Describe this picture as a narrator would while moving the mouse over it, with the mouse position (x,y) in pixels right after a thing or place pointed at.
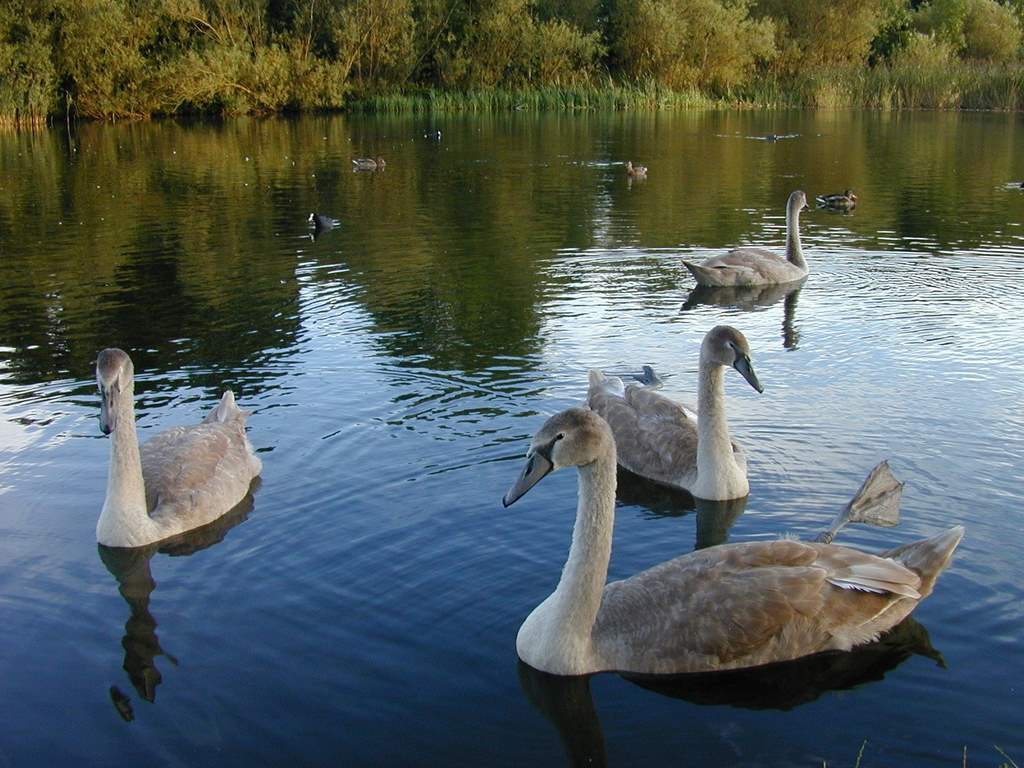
In this image, we can see some birds (633,394), trees (231,3), plants (715,98). We can also see some water (612,294) with the reflection (7,303) of the trees (953,41).
